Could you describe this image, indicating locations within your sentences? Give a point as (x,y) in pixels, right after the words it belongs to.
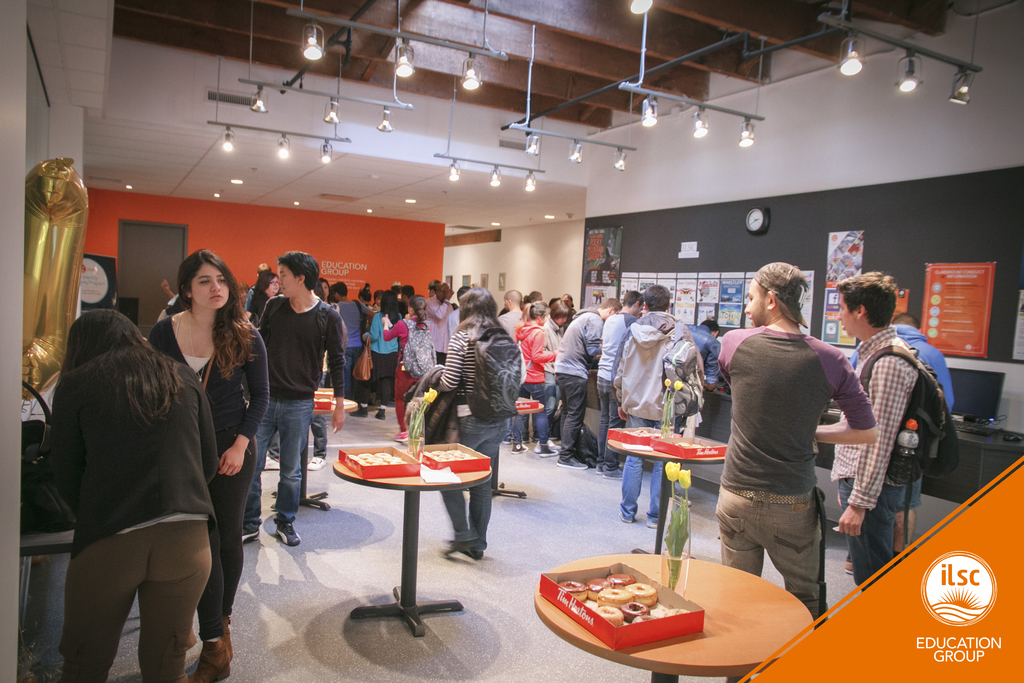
At the top (542,102) we can see ceiling (495,92) and lights (395,98). Here we can see posters (689,292) over a board (783,254). This is a clock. This is a wall (551,268) and photo frames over it. We can see all the persons (554,341) standing on the floor (496,647). Here on the table (398,485) we can see doughnuts (612,581) in a box (657,601) and a flower vase (410,421).
